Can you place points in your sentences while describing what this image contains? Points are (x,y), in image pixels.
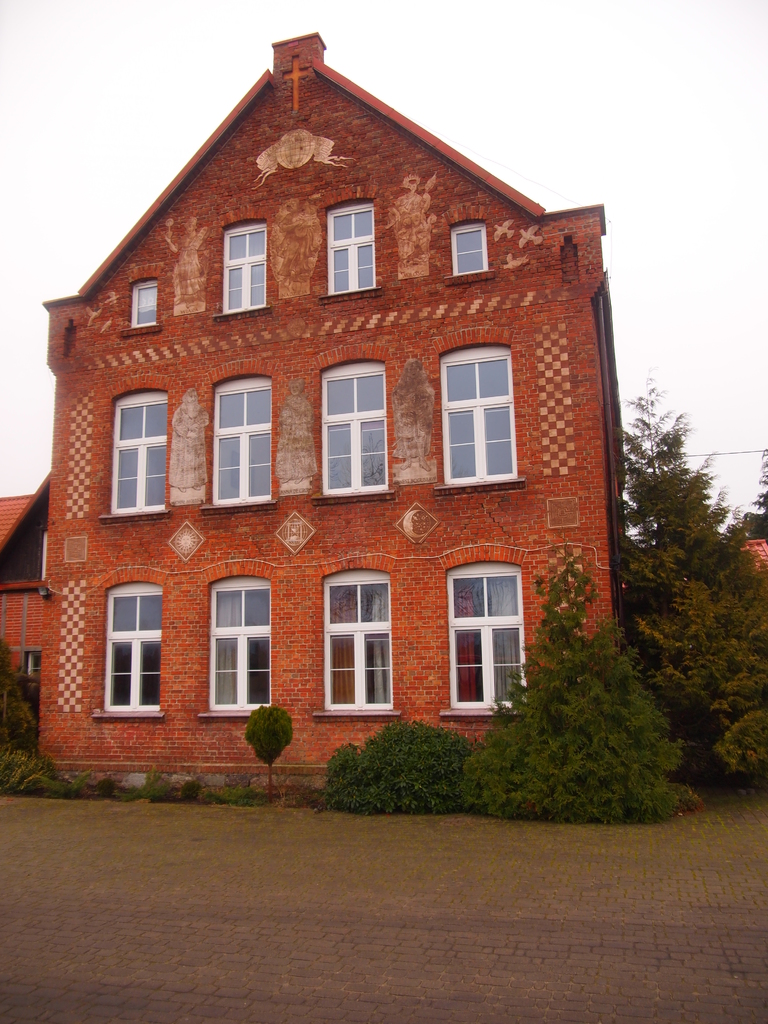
In this image I can see few plants (598,806) in green color. In the background (404,476) I can see the building (311,475) in brown color, few glass windows (161,607) and the sky (532,60) is in white color.
